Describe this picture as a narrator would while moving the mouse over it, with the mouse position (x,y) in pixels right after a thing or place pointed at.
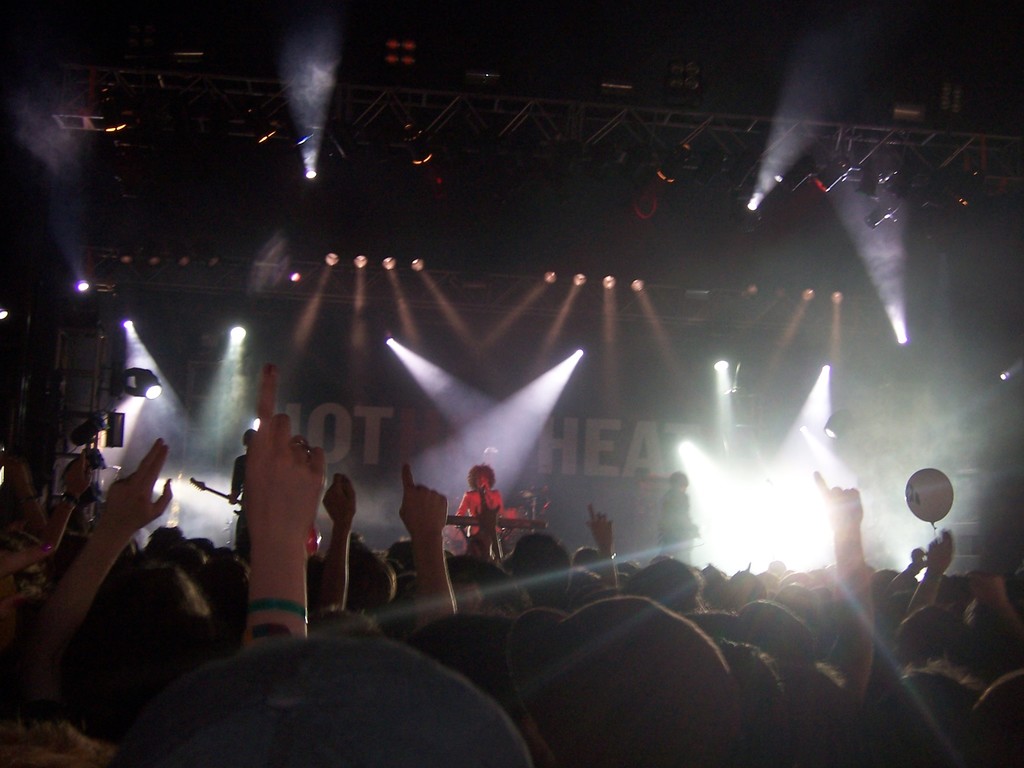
In this image we can see some group of persons (497,673) standing, raising their hands (294,526) and in the background of the image (240,449) there are some persons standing on stage (380,504) playing some musical instruments (517,516) and there are some lights (454,385) and screen (410,442).
